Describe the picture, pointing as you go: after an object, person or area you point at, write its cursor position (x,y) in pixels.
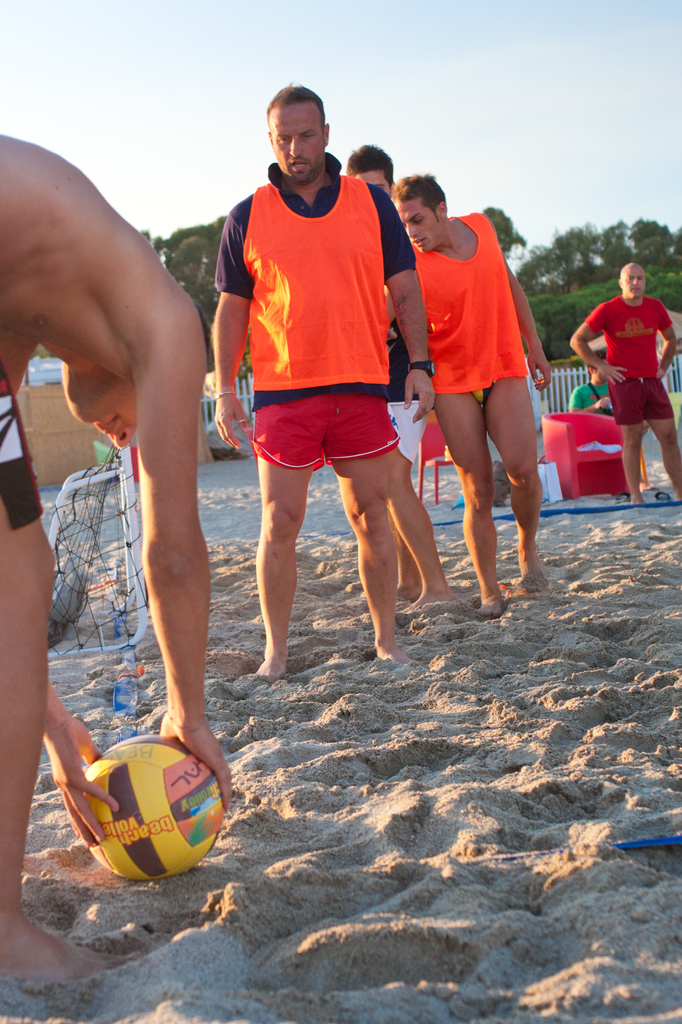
In this image, we can see some men (458,353) standing, at the left side (58,738) there is a man (29,478) holding a yellow color football (166,822), there is sand (576,757) on the ground (568,751), in the background (556,282) there are some trees (616,242), at the top (362,79) there is a sky (316,75).
